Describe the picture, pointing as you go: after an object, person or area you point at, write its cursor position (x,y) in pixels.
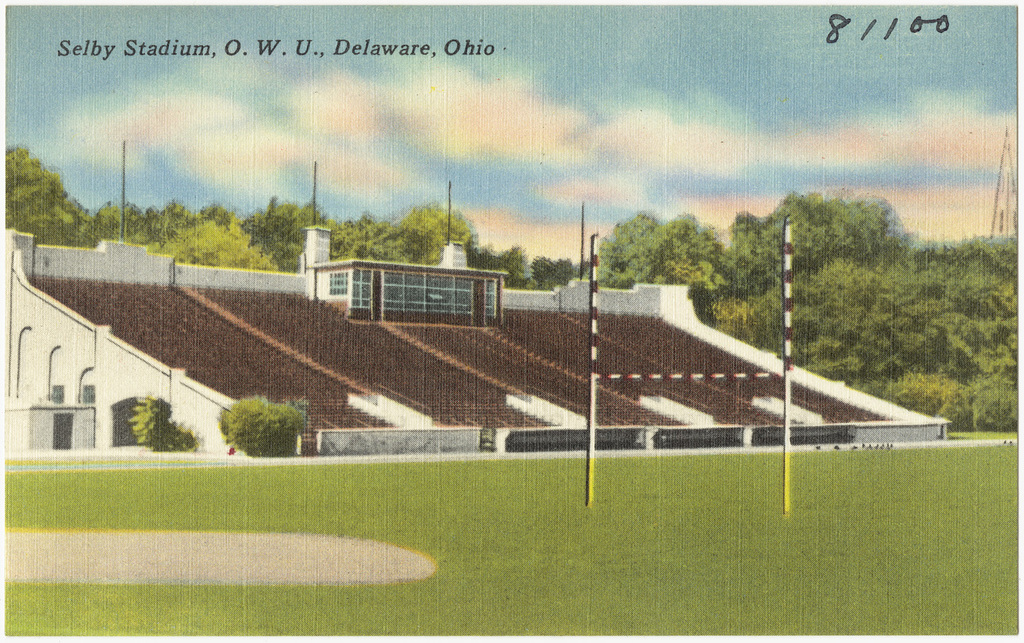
In this image we can see a photo. There are many trees (888,290) and plants (244,431) in the image. There is a grassy ground (656,548) in the image. There are few poles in the image. There is a stadium (376,403) in the image. There is some text (370,56) at the top of the image (413,48). We can see the cloudy sky (469,64) in the image.
